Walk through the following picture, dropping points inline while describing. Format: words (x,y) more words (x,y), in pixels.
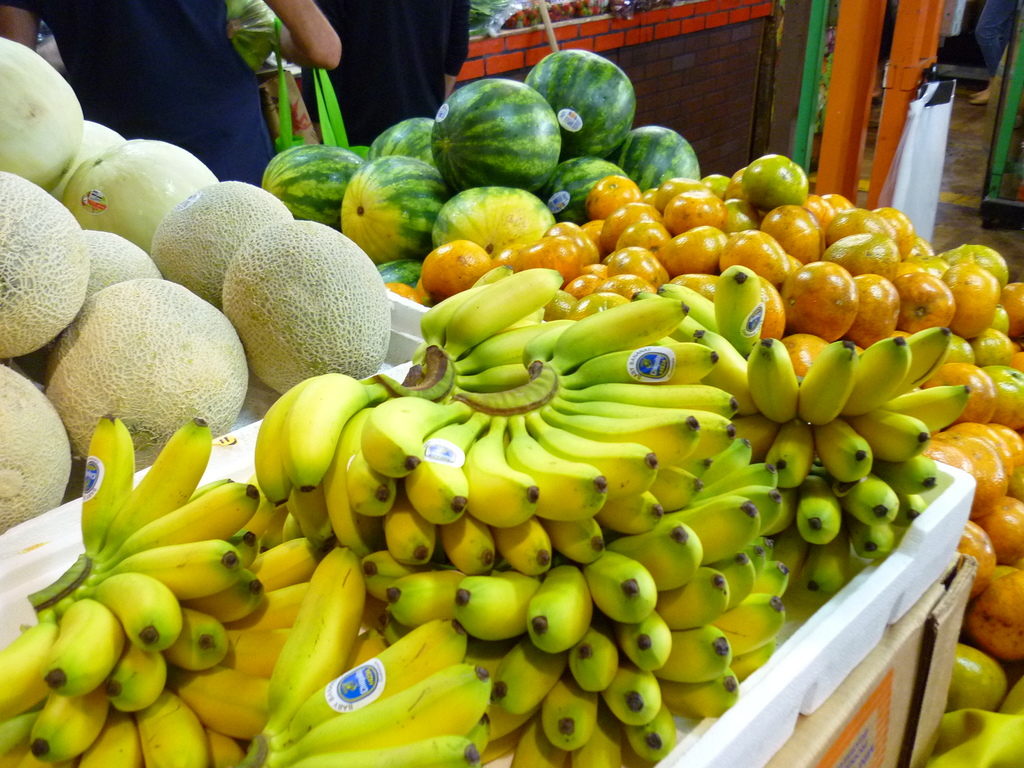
Here we can see bananas (475,330), watermelons (526,193), melons (3,523) and some other fruits (555,258) on a platform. On the right (907,703) at the bottom corner (902,679) we can see a carton box (916,661). In the background (217,40) there are two persons (207,34) and a person (136,28) is carrying a bag (257,17) on the hand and we can also see a stick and some other items (930,148) and on the right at the top corner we can see a person legs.
